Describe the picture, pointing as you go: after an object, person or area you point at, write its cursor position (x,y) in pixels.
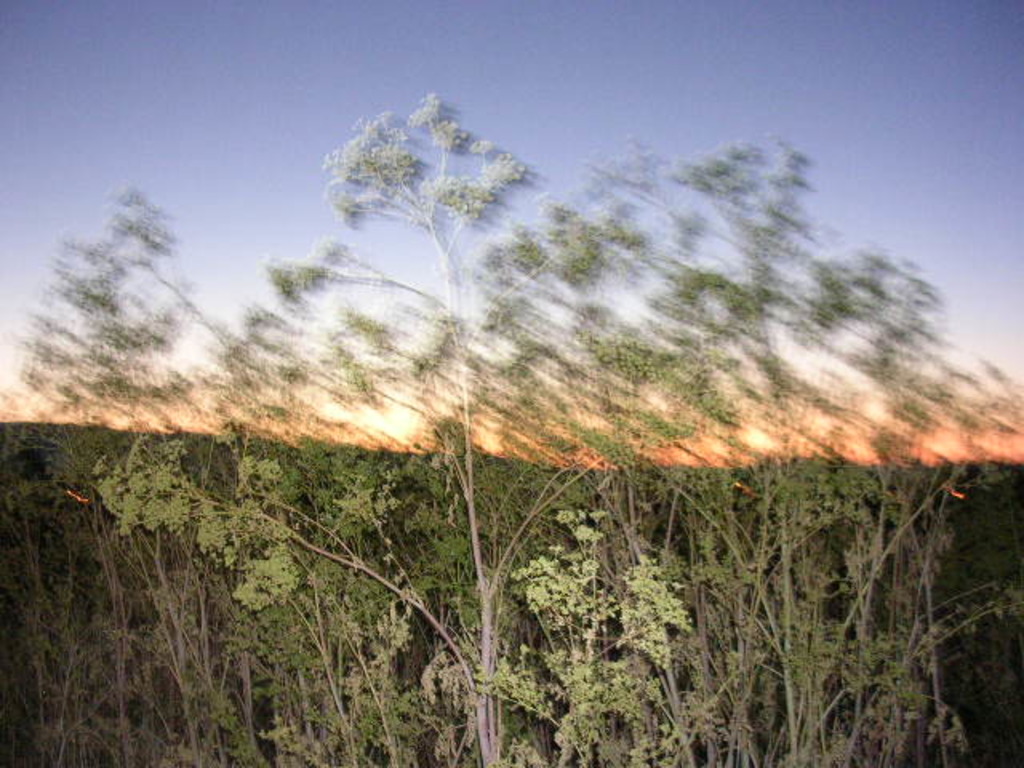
In front of the picture, we see trees (621,574). Behind that, it is orange in color. At the top (224,124), we see the sky (510,139), which is blue in color. This picture is blurred in the background (529,263).
